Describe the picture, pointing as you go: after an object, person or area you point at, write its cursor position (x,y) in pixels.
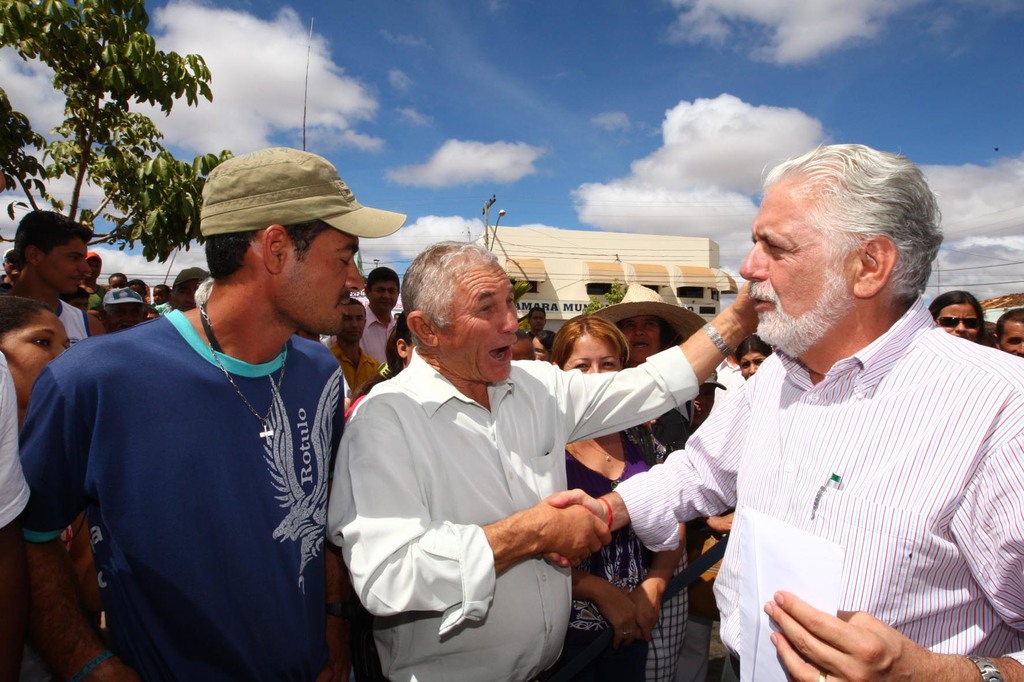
In this image we can see some group of persons (459,451) standing and at the foreground of the image (561,484) there are two persons (681,498) who are shaking their hands (540,516) each other and at the background of the image (119,14) there are some trees (53,8), building (549,276) and sunny sky (432,98).
